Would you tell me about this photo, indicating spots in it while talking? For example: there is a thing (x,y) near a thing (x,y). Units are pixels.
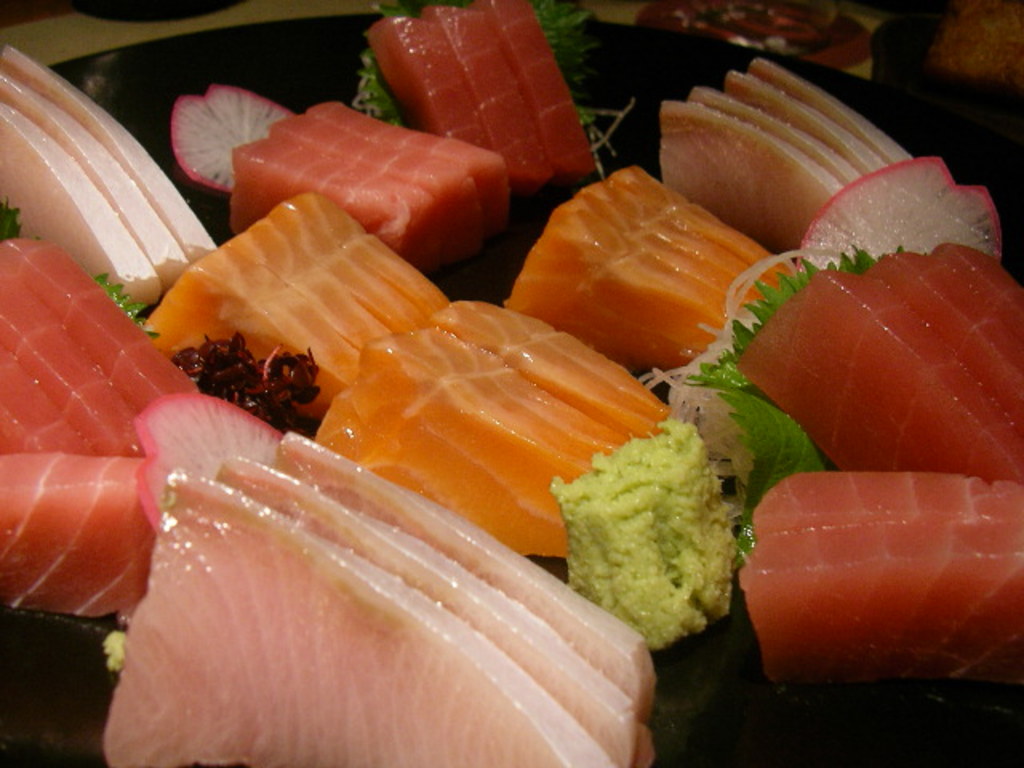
The picture consist of meat (534,257), served in a plate (475,267) as a dish (449,354) and there are other food items (621,457) also.
